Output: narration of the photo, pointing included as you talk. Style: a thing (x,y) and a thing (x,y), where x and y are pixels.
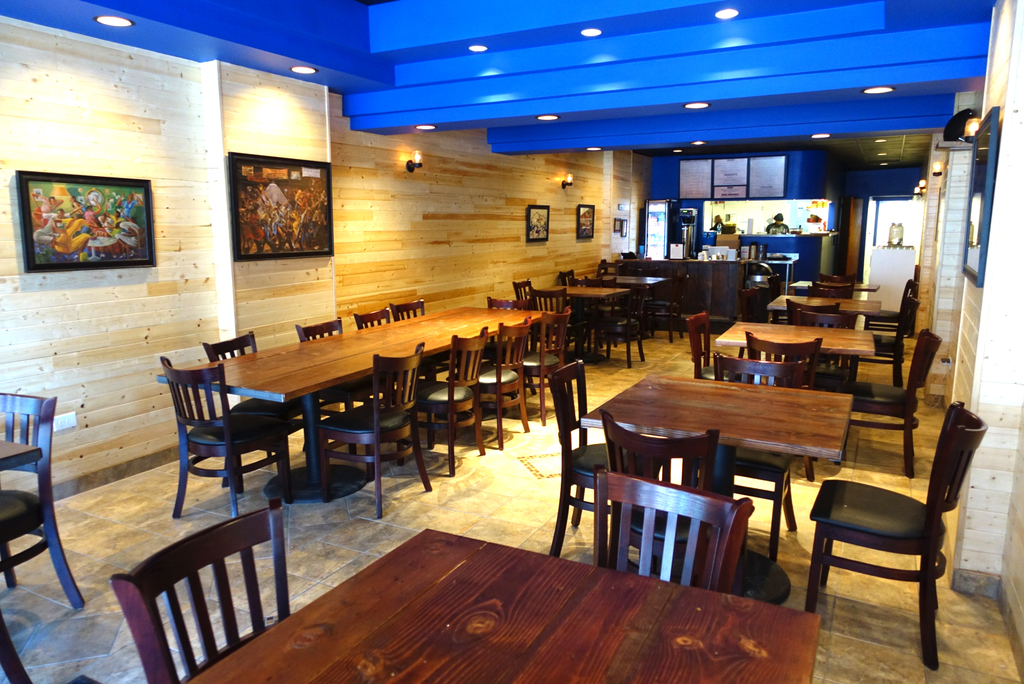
In this picture we can see tables (268,364) and chairs (473,420) on the floor (531,420) and in the background (233,265) we can see a wall (972,376), photo frames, people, lights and some objects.
